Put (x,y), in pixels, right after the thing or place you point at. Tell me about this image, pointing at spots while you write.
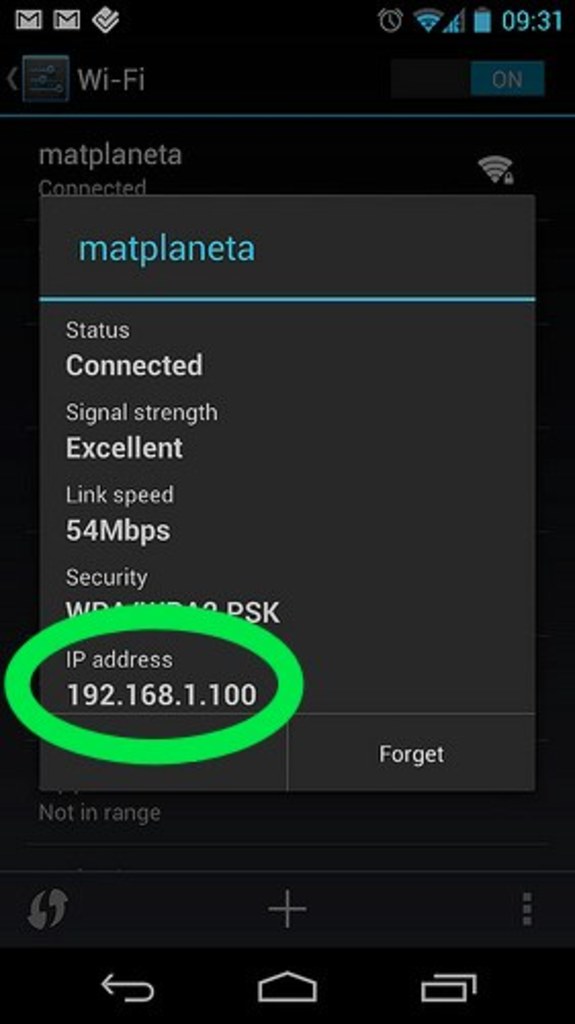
Screenshot of a mobile (84,940). Something written on this screen (275,695). In this picture IP address (206,681) is highlighted with green oval shape (288,669). Top of the image (476,19) we can see signal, WiFi (427,20) and battery symbols (487,27).
